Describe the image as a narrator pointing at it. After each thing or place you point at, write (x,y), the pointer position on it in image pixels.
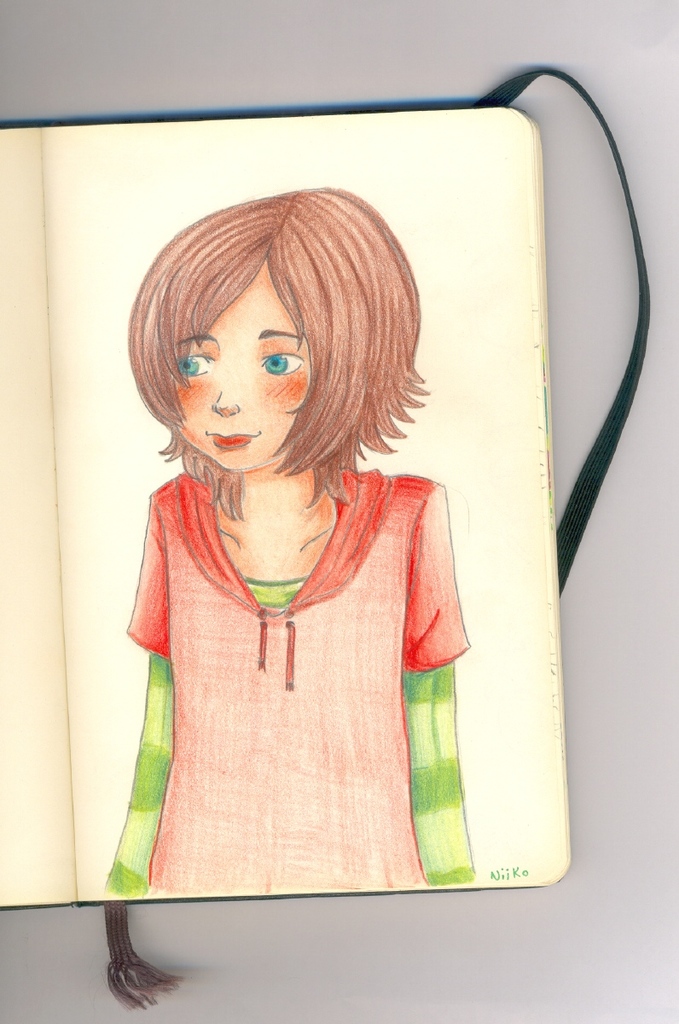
In this picture I can see painting (226,604) of a girl (309,256) on the book (379,264) and the book (361,702) is on the table (109,1002).
